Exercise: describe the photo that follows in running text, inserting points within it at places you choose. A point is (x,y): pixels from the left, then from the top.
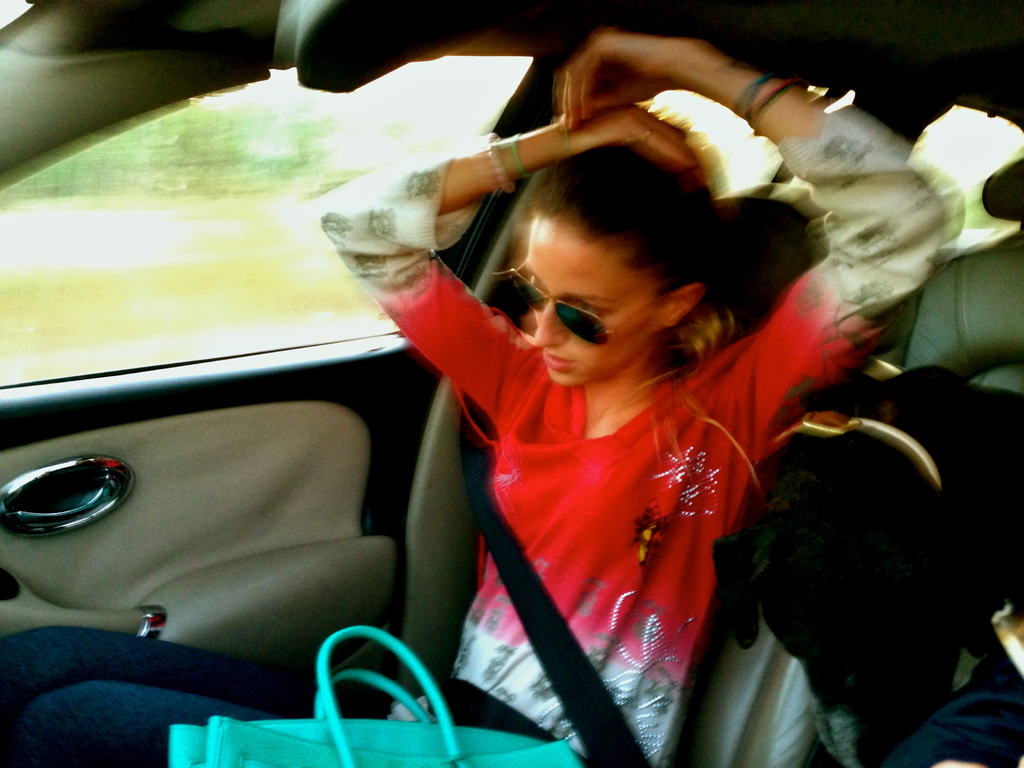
In this picture I can see a woman (793,355) and a dog (840,387) inside a vehicle (61,50) and there is a bag (326,690).
